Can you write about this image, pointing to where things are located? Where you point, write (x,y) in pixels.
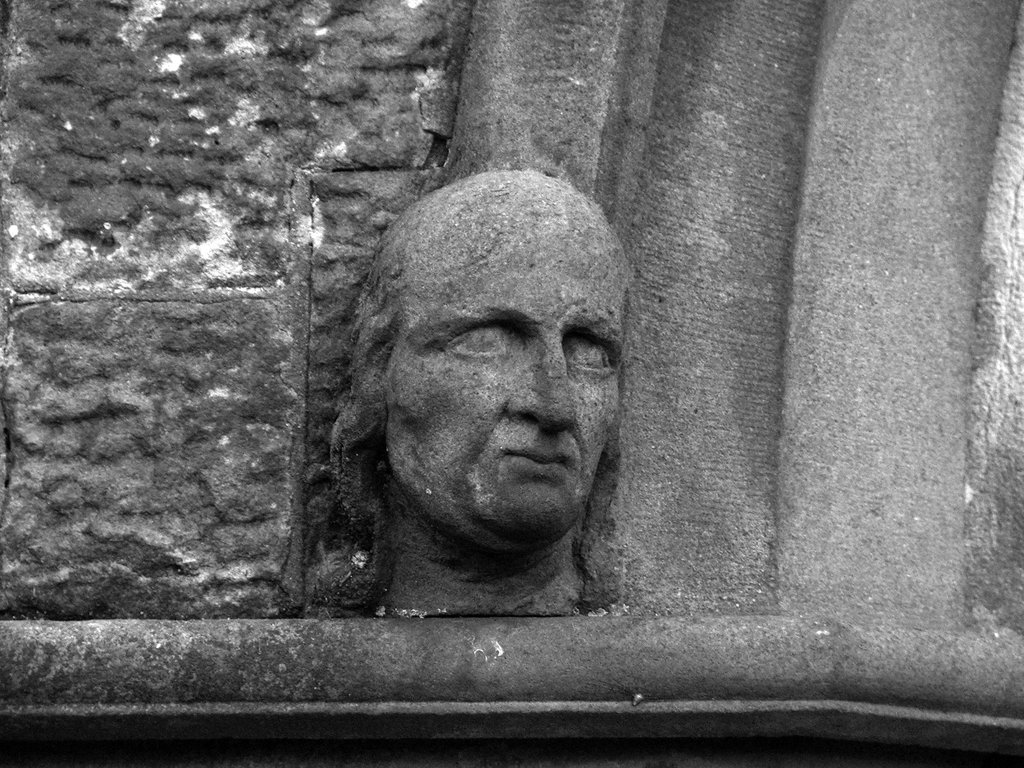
In this image in the center (406,381) there is a sculpture (531,401), and in the background (164,583) there is a wall (182,583).
